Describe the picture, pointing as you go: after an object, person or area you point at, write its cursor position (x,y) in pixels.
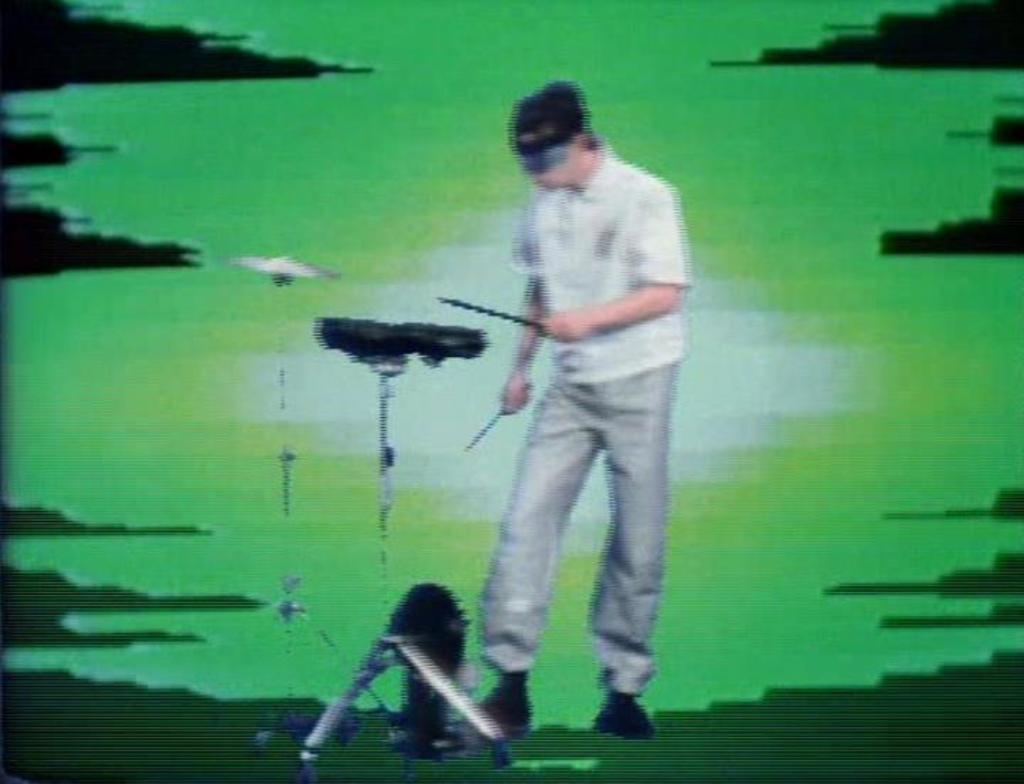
This image consists of a person (521,499). There is a musical instrument (465,343) in front of him. He is wearing a white shirt (597,280).
